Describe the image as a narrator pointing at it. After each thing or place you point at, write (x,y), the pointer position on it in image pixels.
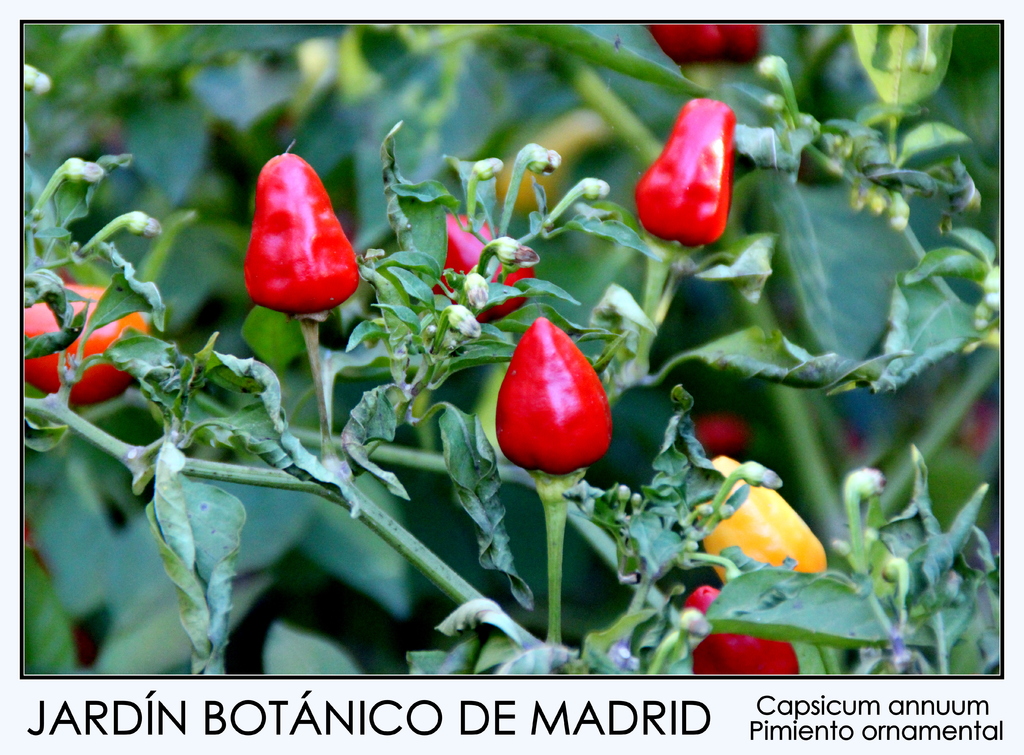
In this picture there are red and there are yellow capsicum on the plants (801,447). At the bottom of the image (248,737) there is a text (773,739).
